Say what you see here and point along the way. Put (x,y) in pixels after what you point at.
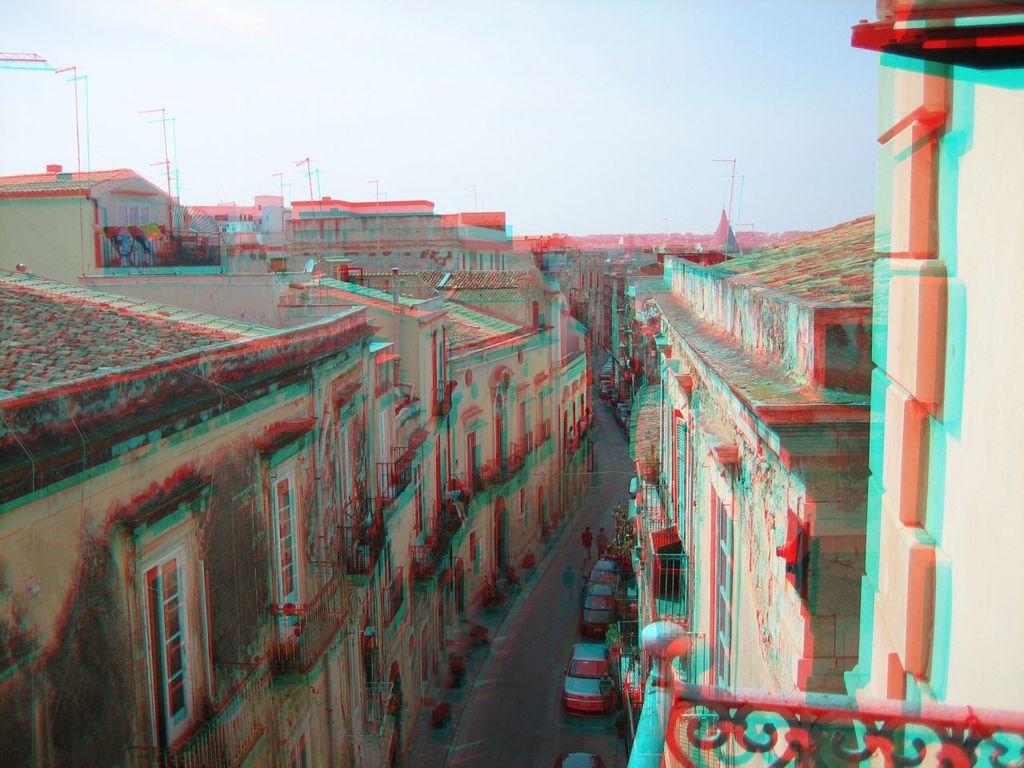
In this image I can see buildings (265,459), poles (169,199), sky (550,197), people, grilles (661,599) and vehicles (604,561).
